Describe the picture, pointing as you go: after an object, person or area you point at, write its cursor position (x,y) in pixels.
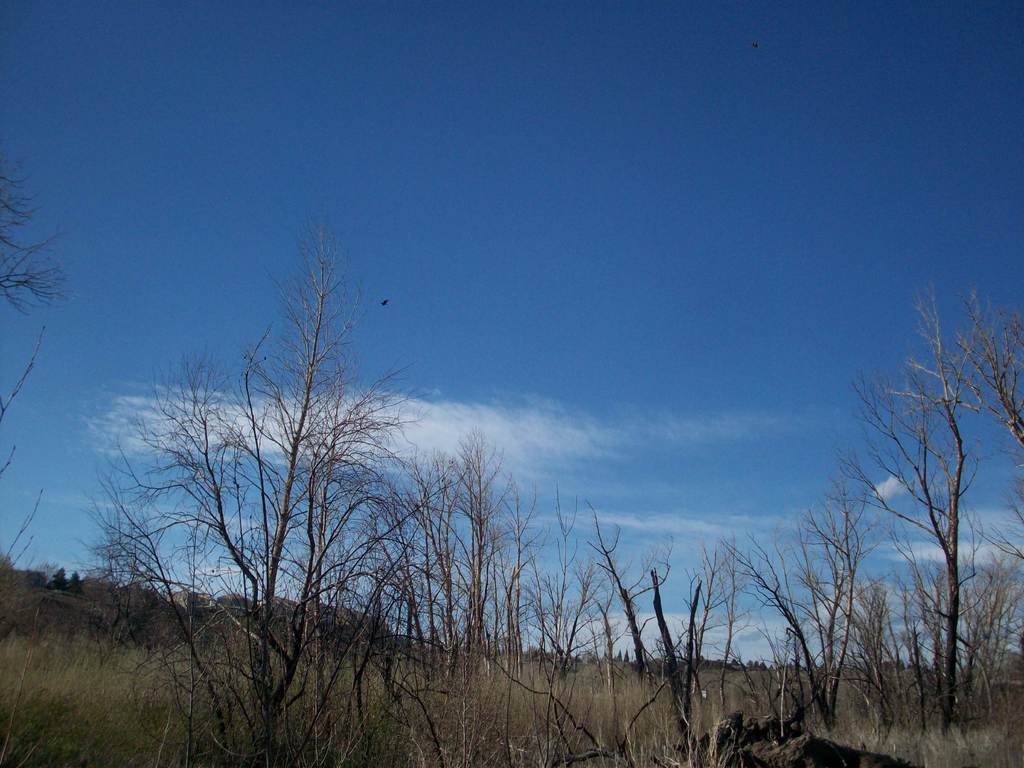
In this picture I can see number of trees (283,541) and plants (955,746) in front (316,586). In the background (16,487) I see the clear sky (471,316).
